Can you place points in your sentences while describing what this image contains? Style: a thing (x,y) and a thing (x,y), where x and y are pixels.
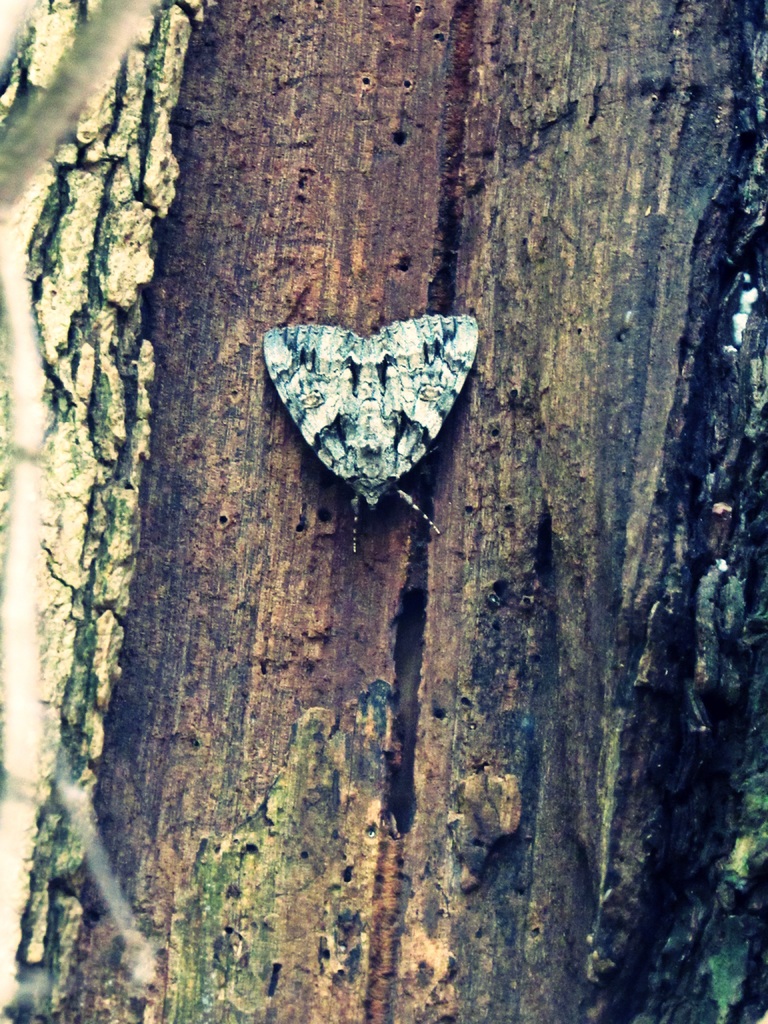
In this image we can see an insect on the surface (203,115) which looks like a tree trunk (332,301).
